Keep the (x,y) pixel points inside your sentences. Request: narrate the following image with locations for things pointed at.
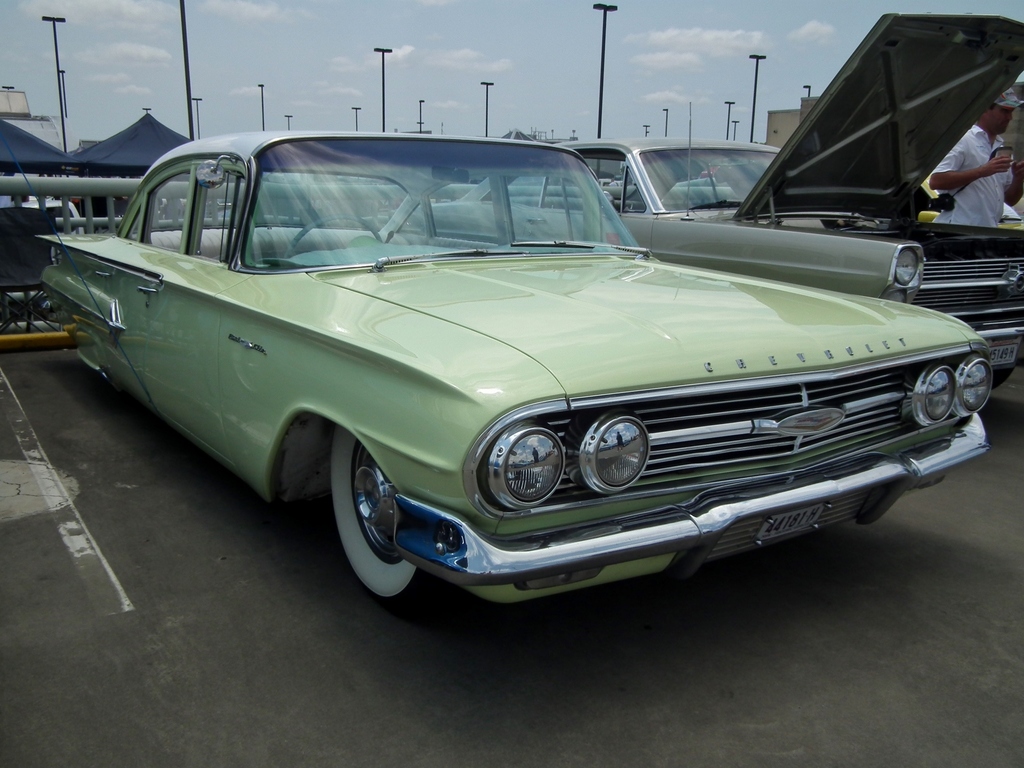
At the bottom (361,681), we see the road (267,686). In the middle (359,279), we see the cars (476,236) parked on the road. On the right side (973,191), we see a man (970,160) in the white T-shirt (992,187) is standing. He is holding something in his hands (992,162). On the left side (59,193), we see a black chair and the railing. In the background (123,166), we see the poles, black color tents (112,141) and the buildings (769,129). At the top (534,51), we see the sky (528,42) and the clouds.
